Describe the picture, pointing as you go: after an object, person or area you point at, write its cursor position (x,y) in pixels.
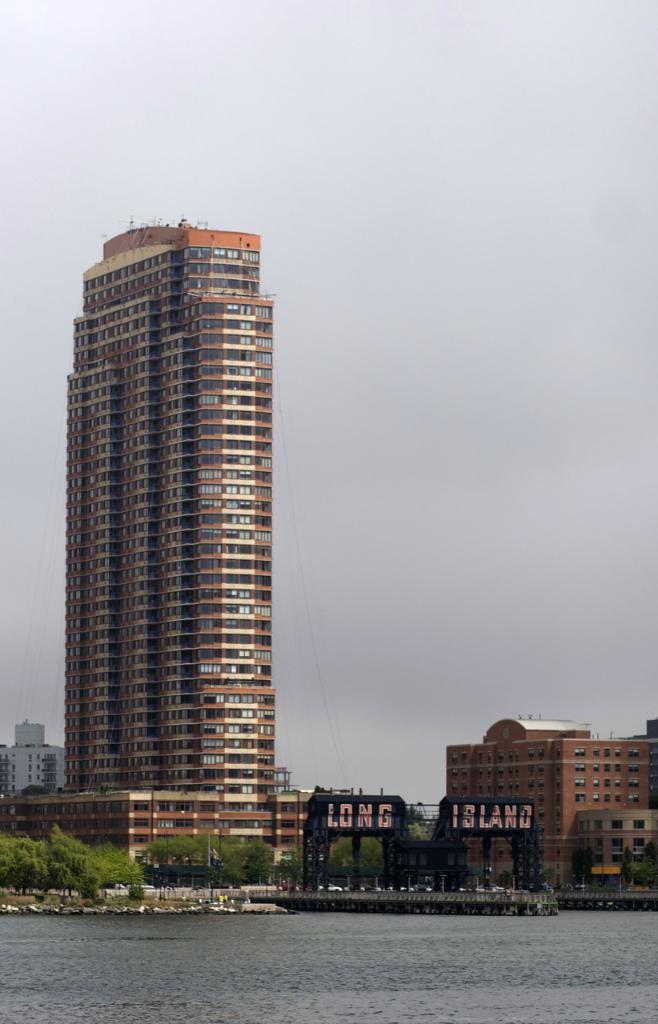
In the picture I can see buildings (179,831), trees (82,863), water (360,950) and some other objects (416,873). In the background (362,543) I can see the sky (387,472).
